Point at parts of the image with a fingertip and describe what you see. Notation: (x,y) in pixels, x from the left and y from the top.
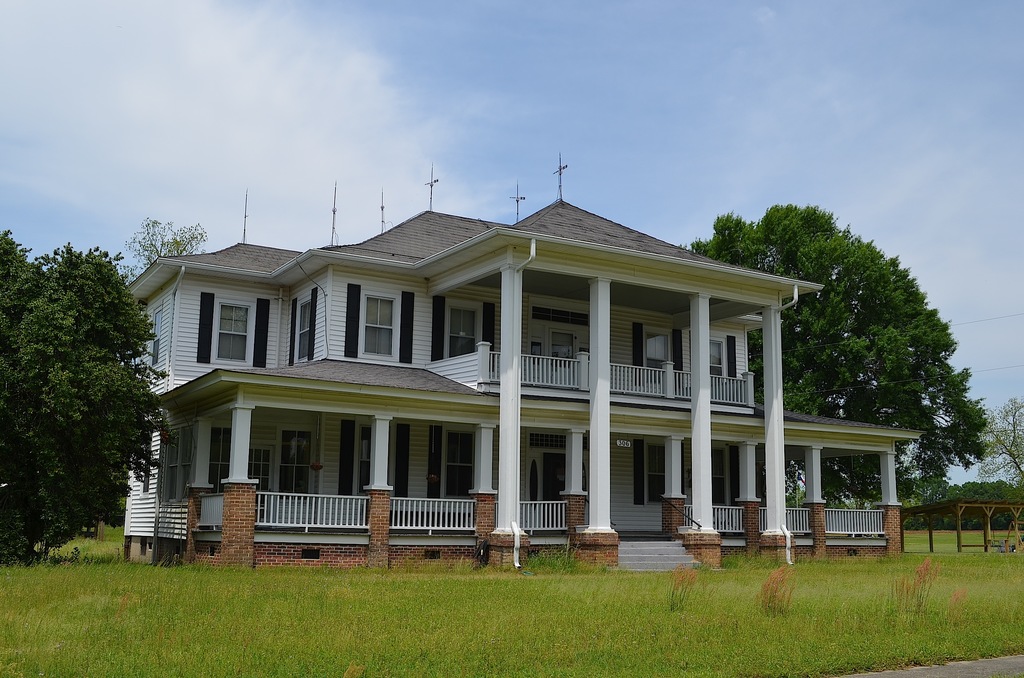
In this picture I can see a house (513,329), in front (259,606) we can see some grass (276,613) and also we can see a shed (985,519), around we can see some trees (1006,483).
